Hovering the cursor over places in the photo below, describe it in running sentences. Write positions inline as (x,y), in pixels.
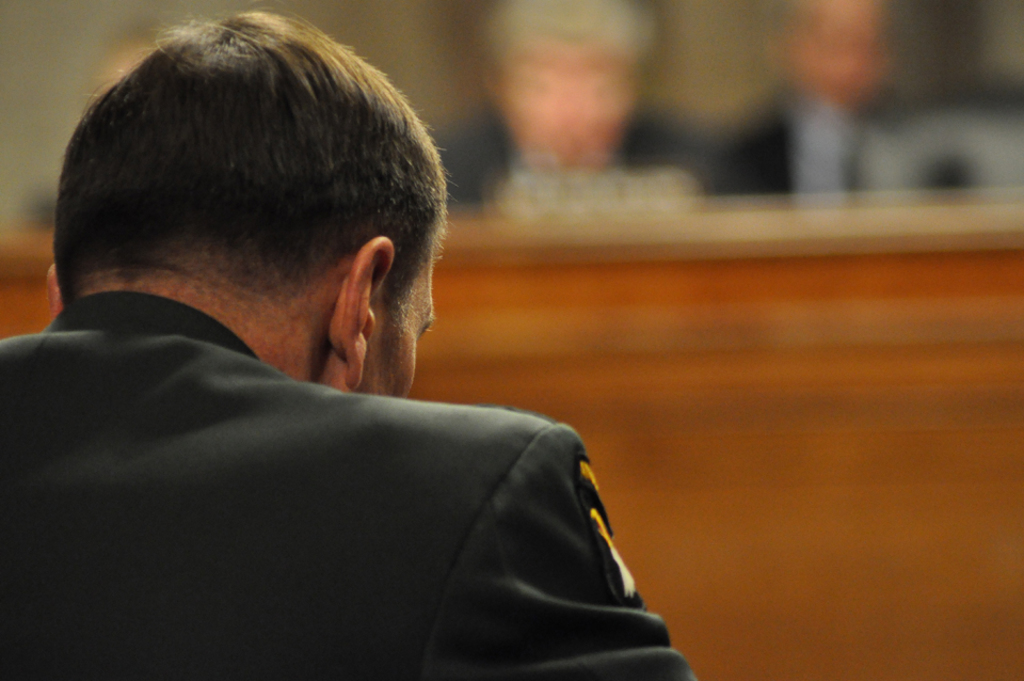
In the image we can see a person (205,259) facing back and the person (233,348) is wearing clothes (261,396), and the background (670,244) is blurred.
